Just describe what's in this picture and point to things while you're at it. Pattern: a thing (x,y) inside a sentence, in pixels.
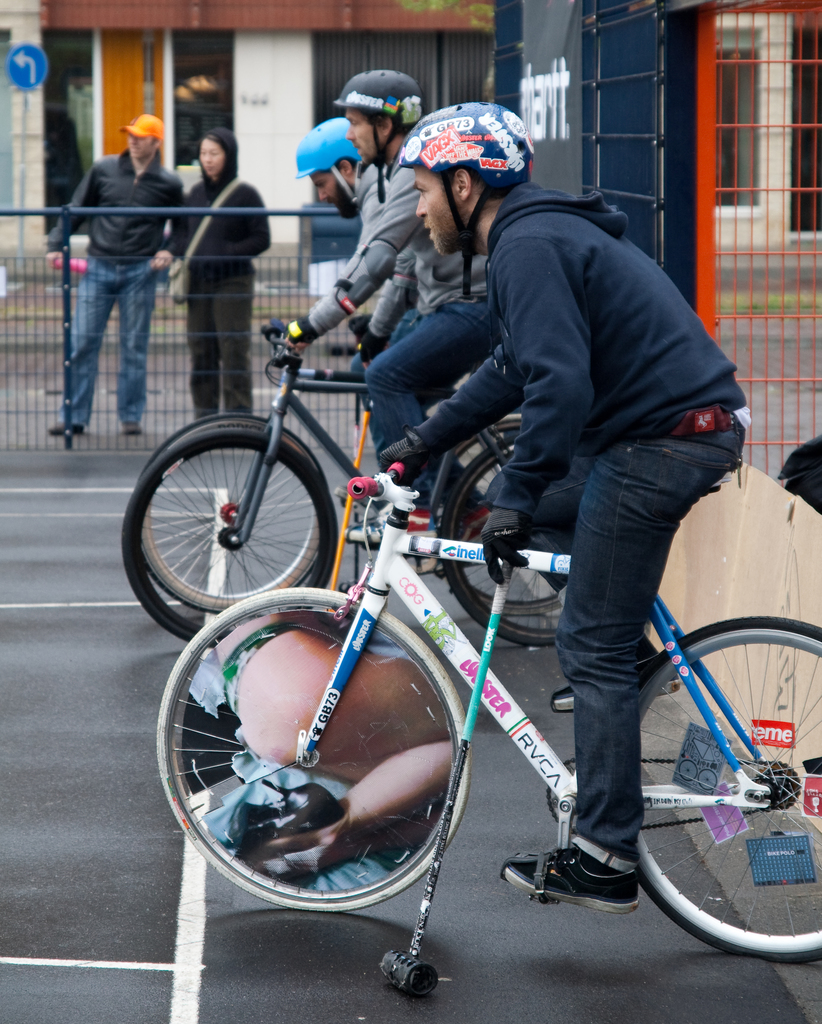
This is an outside view. There are three persons (422,293) are riding their bicycles (376,670). Three persons (442,306) are wearing different color t-shirts (435,284) and different color helmets (409,100) on their heads (435,188). On the top left corner of the image (166,189) I can see two persons (174,195) are standing. In the background (122,43) I can see a building (184,49).
